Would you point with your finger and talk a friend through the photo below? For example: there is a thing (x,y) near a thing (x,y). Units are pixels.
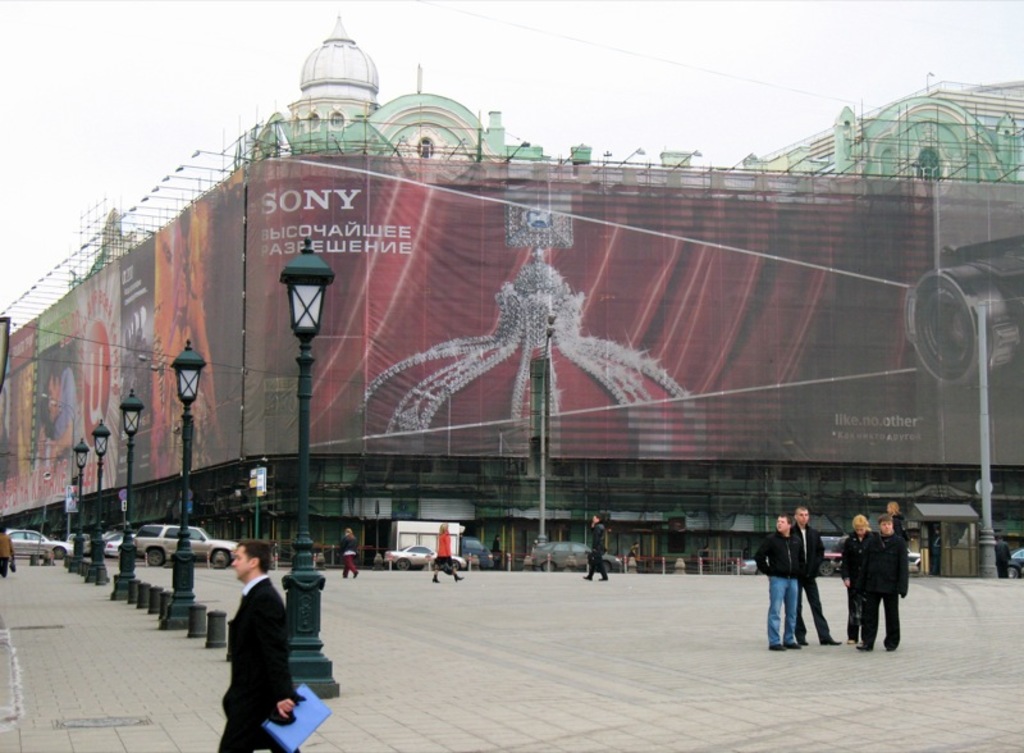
In this image there are people (796,599) walking on a pavement (575,749) and there are light poles (78,535) and cars (459,562), in the background (283,543) there is a building (687,367), that building (492,313) is surrounded by banner (73,391), on that banner (337,388) there is some text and pictures (521,317).
